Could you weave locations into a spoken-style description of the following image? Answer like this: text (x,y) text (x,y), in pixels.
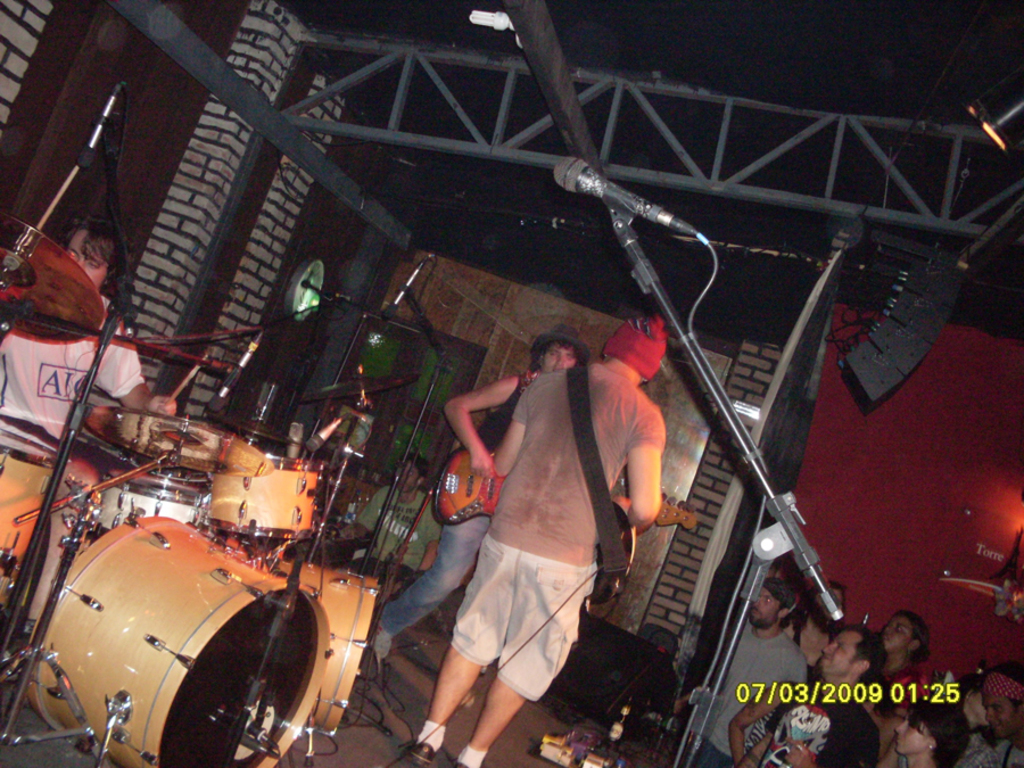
In this image we can see a few people (628,393), among them some people (620,378) are playing the musical instruments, there are some mics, musical instruments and some other objects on the stage (380,747), there are some pillars (727,487), metal rods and also we can see the wall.
